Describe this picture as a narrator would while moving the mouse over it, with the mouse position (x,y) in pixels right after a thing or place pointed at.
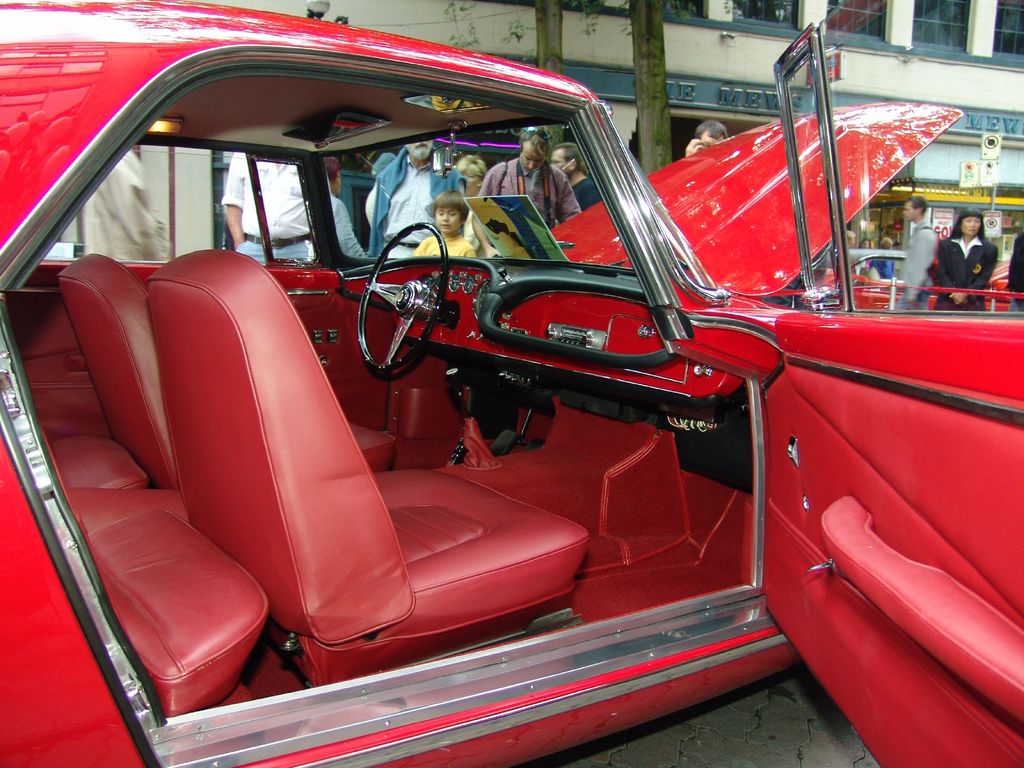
In this image we can see a car (700,314). In the background (269,174) there are many people (447,196). There is a building (785,40) with windows (865,33) and names (792,99).
